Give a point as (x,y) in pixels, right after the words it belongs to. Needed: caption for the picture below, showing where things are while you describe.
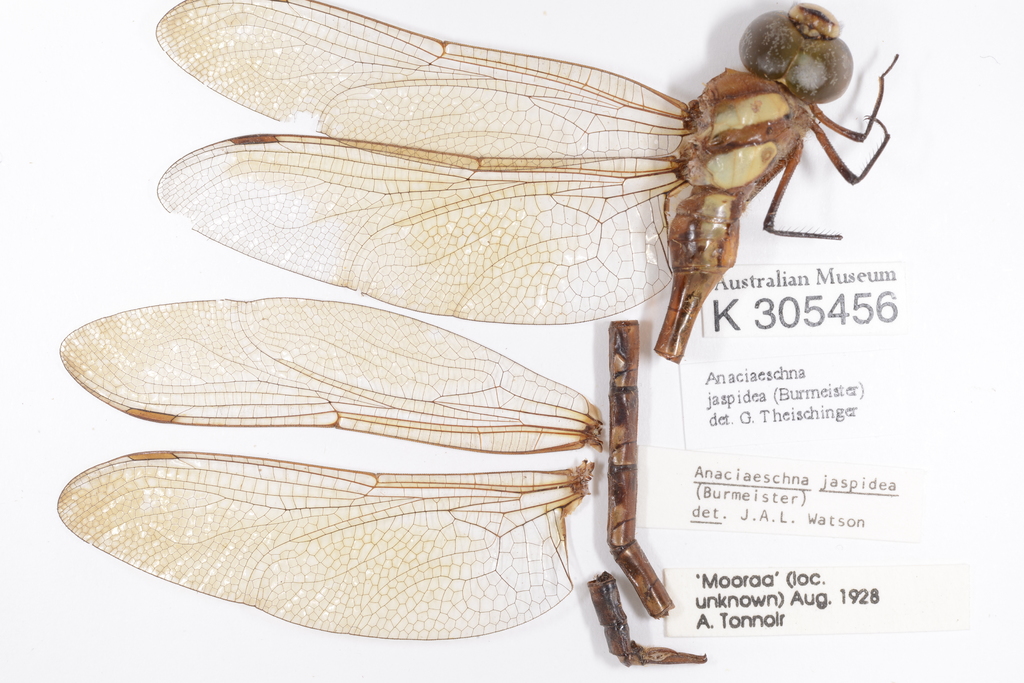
In this picture, we see some pieces (500,253) of the dragonfly (680,258). On the right side (727,336), we see the white stickers (772,369) with some text (767,325) written on it. In the background (88,270), it is white in color.
